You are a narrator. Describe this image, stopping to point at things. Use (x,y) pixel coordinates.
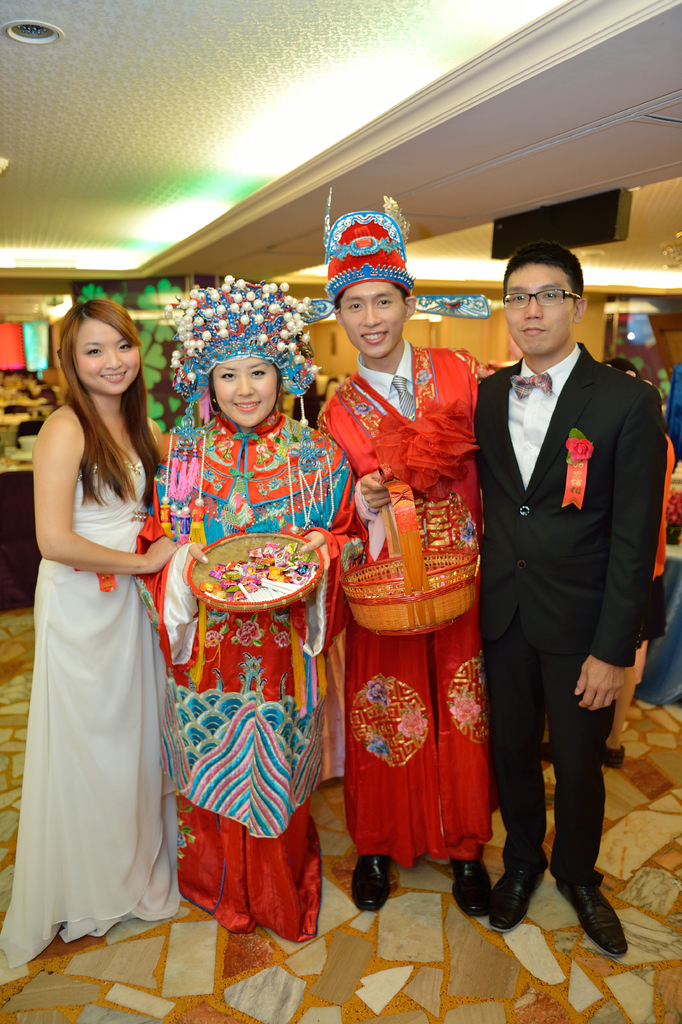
This picture describes about few people (302,414), in the middle of the image (385,378) we can see a man (379,357) and woman (277,324), they are holding baskets (433,625) in their hands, behind them we can see lights (59,250).
